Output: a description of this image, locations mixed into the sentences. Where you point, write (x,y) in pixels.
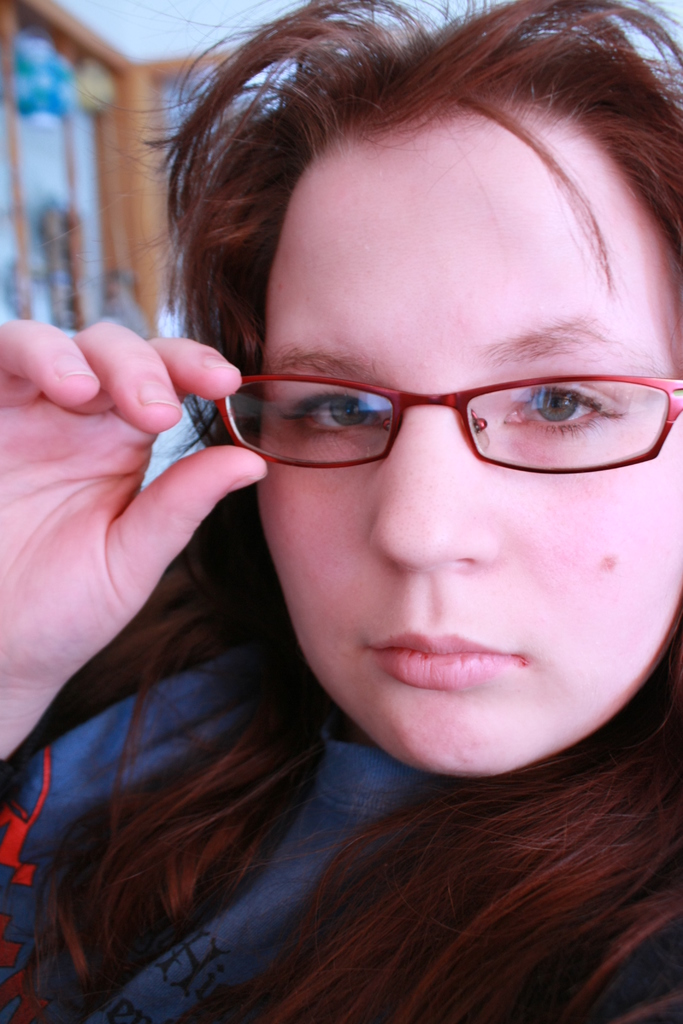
In this image in the foreground (318,338) there is one woman (342,345) who is wearing spectacles (269,439), and in the background (140,175) there are some objects (81,95).
